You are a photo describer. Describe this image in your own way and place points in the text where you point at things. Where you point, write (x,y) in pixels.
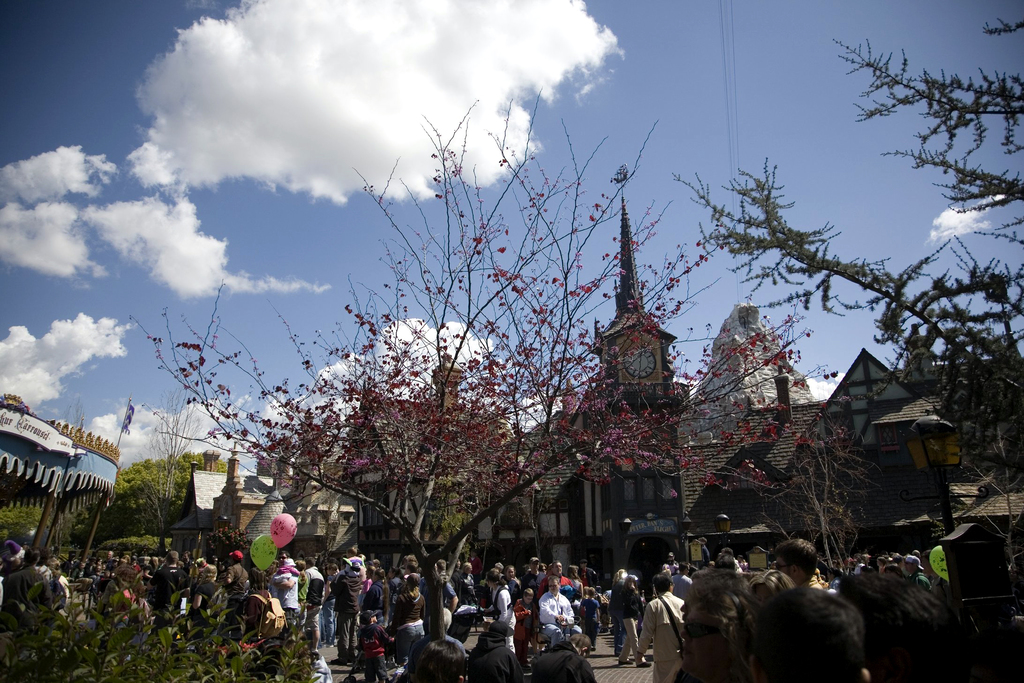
In the background (368,94) we can see the clouds (184,92) in the sky (440,116). In this picture we can see the trees (830,485), transmission wires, buildings (741,450), clock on the wall (656,344). We can see the balloons (284,530), green leaves (106,618), people (493,575) and few objects (912,445). On the left side of the picture (73,457) we can see a tent (74,470), poles (47,520) and there is something written.
